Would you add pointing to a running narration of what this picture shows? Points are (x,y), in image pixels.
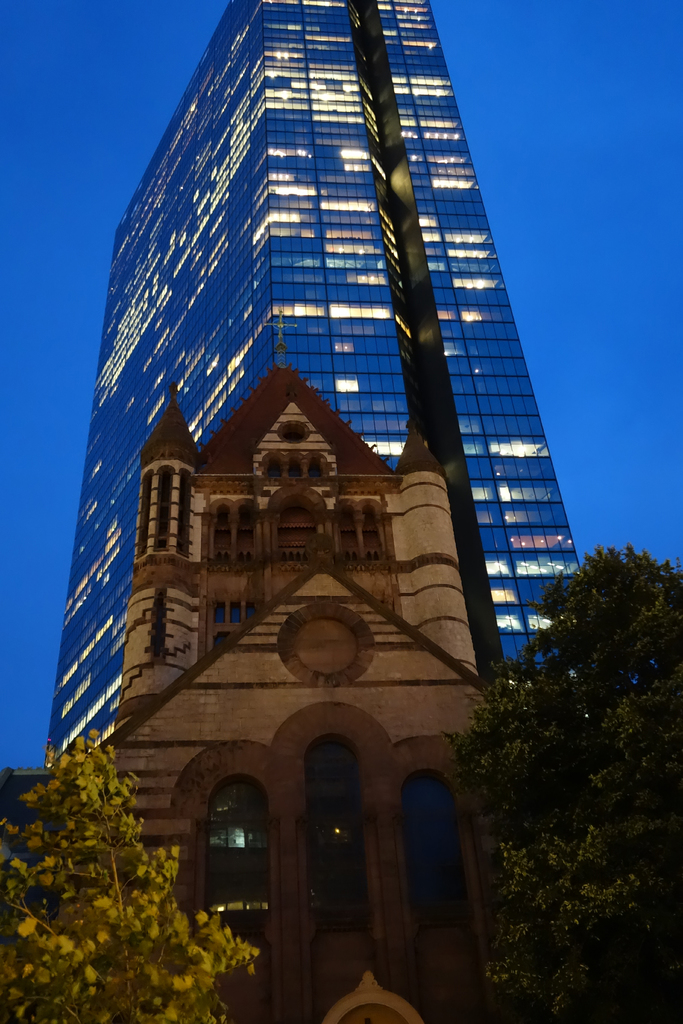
In this image we can see a building (415,669) that looks like a church (415,669). And behind we can see one glass building (470,473). And we can see the plants (495,869). And we can see the sky (561,299).
